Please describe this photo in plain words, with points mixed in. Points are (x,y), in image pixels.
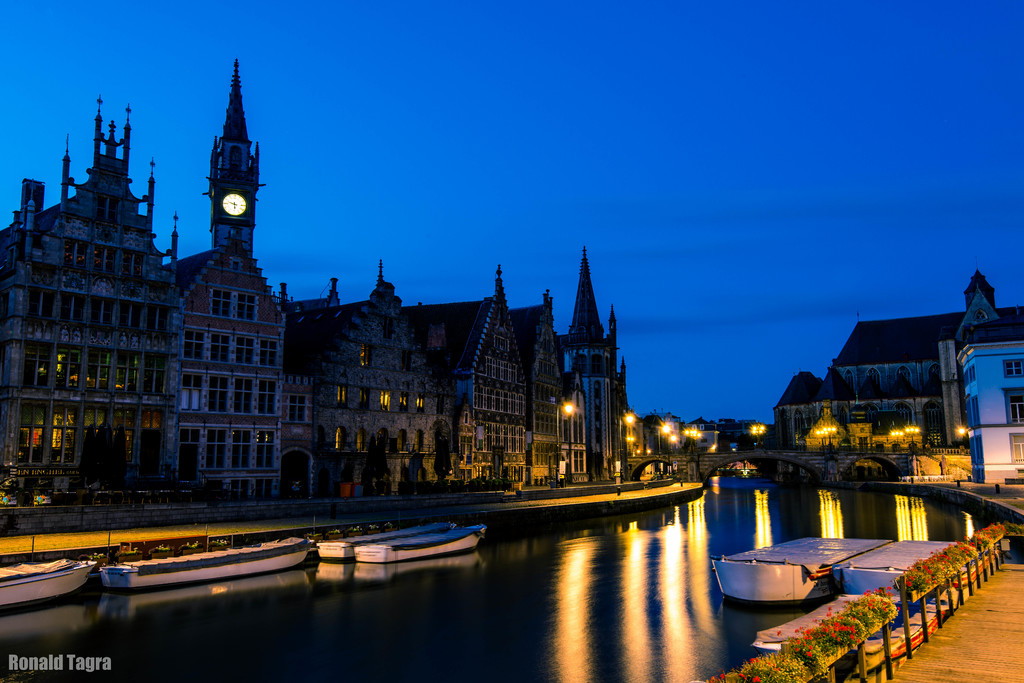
In the center of the image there is water (514,584). There are boats (84,580). In the background of the image (996,419) there are buildings (573,413), light poles (756,438), bridge (854,453). At the top of the image (521,93) there is sky (572,88). To the right side of the image (1005,648) there is a pavement (955,612). There are plants (955,545).
